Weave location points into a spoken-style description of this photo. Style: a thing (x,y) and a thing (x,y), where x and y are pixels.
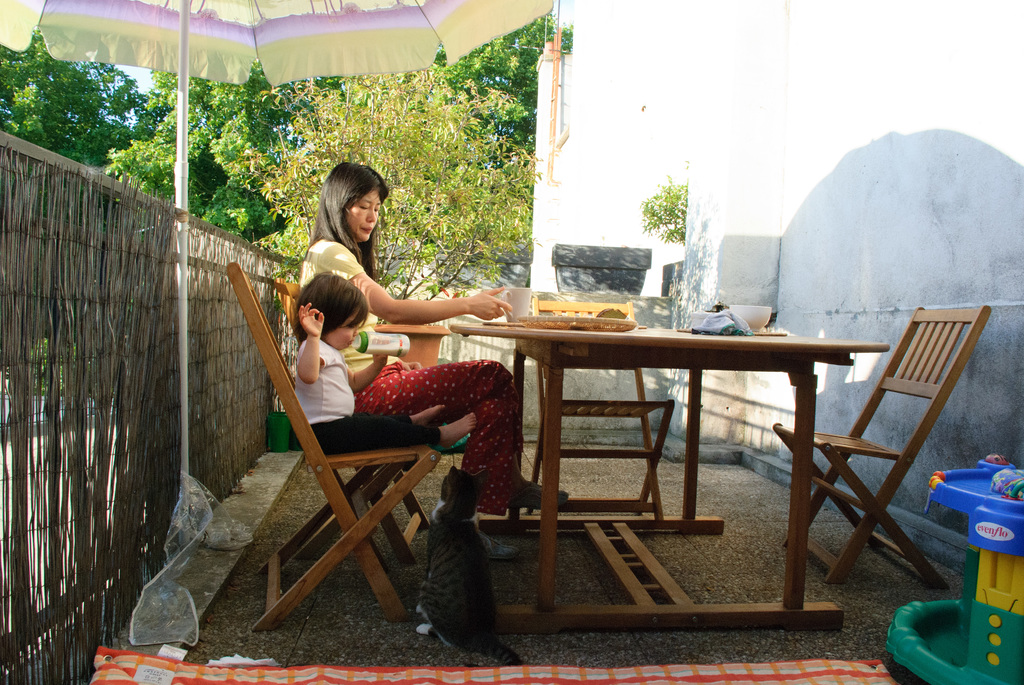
There is the woman (395,368) and baby girl (346,393) sitting on the chairs (355,459). This is the cat (450,499) under the table (534,342). This is the wooden table (626,339) with a cup (516,302), plate (588,324) and few other things (700,322) on it. These are the two empty chairs (931,334). This looks like a beach umbrella (322,19). At background (360,93) I can see trees (225,117). This is a building wall (818,144). This looks like a small plant (678,195). This is a fencing (95,318). I can see a green and blue color object (954,601) at the right corner of the image (970,575). I think this is the mat (419,675) at the bottom of the image (297,676).
